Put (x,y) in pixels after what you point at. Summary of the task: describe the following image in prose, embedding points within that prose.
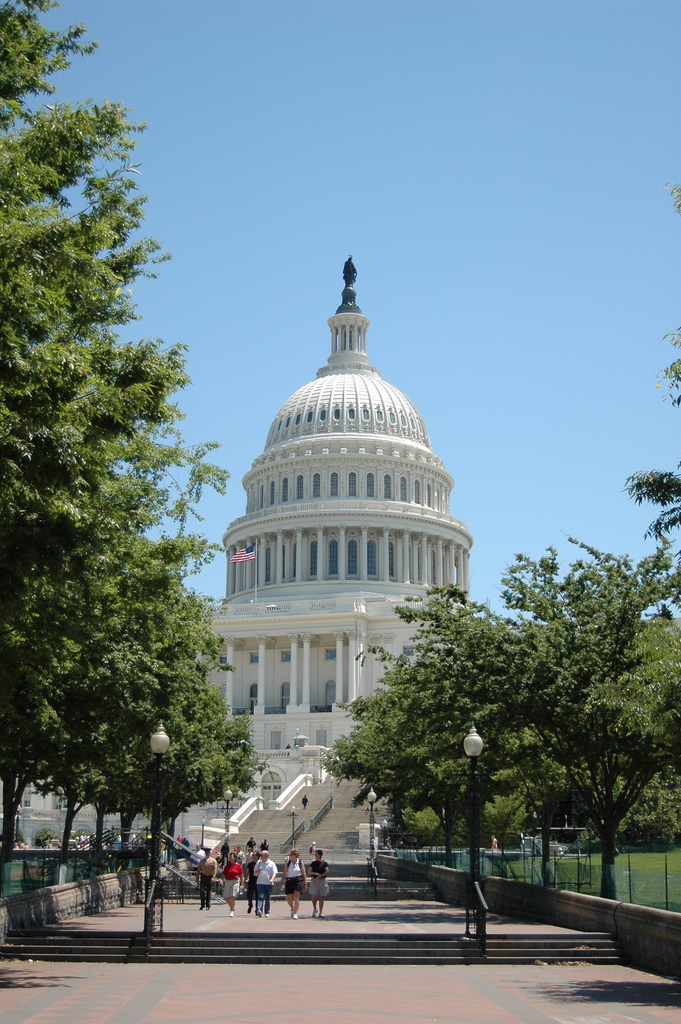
In the center of the image (294,548) we can see a building (352,545), pole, flag (245,559), pillars (349,691), door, stairs (311,799). In the background of the image (621,700) we can see the trees (448,635), mesh (627,867), grass (639,855), railing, poles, lights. At the bottom of the image (308,908) we can see the pavement (188,976), stairs (269,937) and some people (261,883) are walking on the pavement (137,1014). At the top of the image (361,164) we can see the sky (428,200).
